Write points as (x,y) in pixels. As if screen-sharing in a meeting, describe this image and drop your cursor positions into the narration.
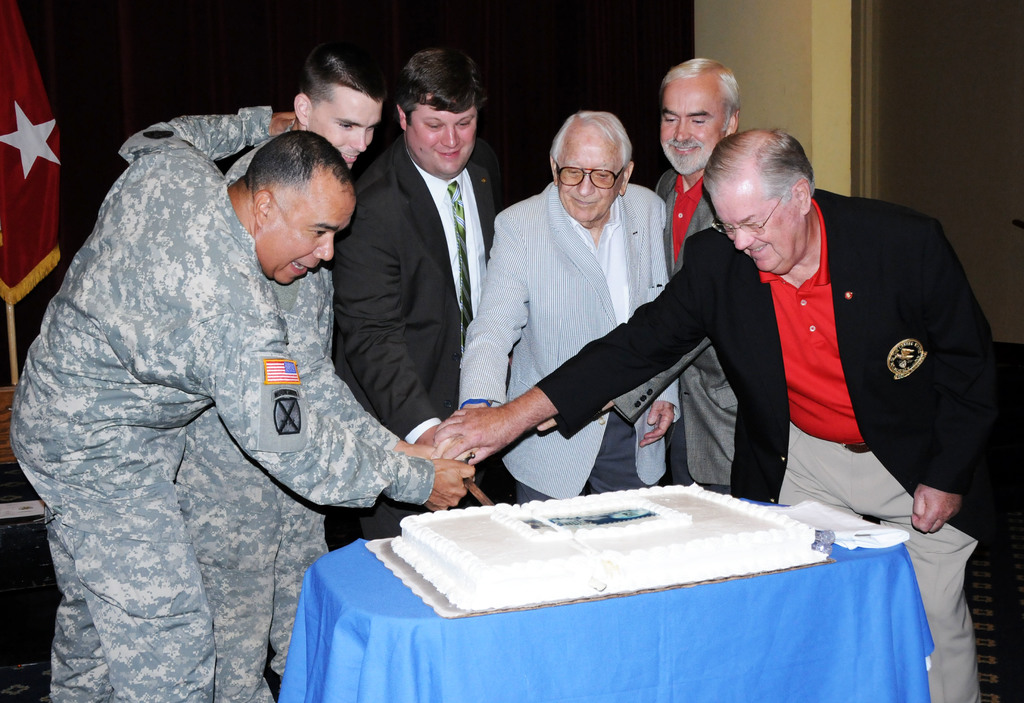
In this image there are a group of people (319,521) who are holding knife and cutting the cake (521,542), in front of them there is a table (752,590). On the table (700,597) there is one cake (812,560) and beside the cake (795,563) there are some papers (836,522), and in the background (876,108) there is a wall (880,98) and flag (12,215) and some objects (33,517).
